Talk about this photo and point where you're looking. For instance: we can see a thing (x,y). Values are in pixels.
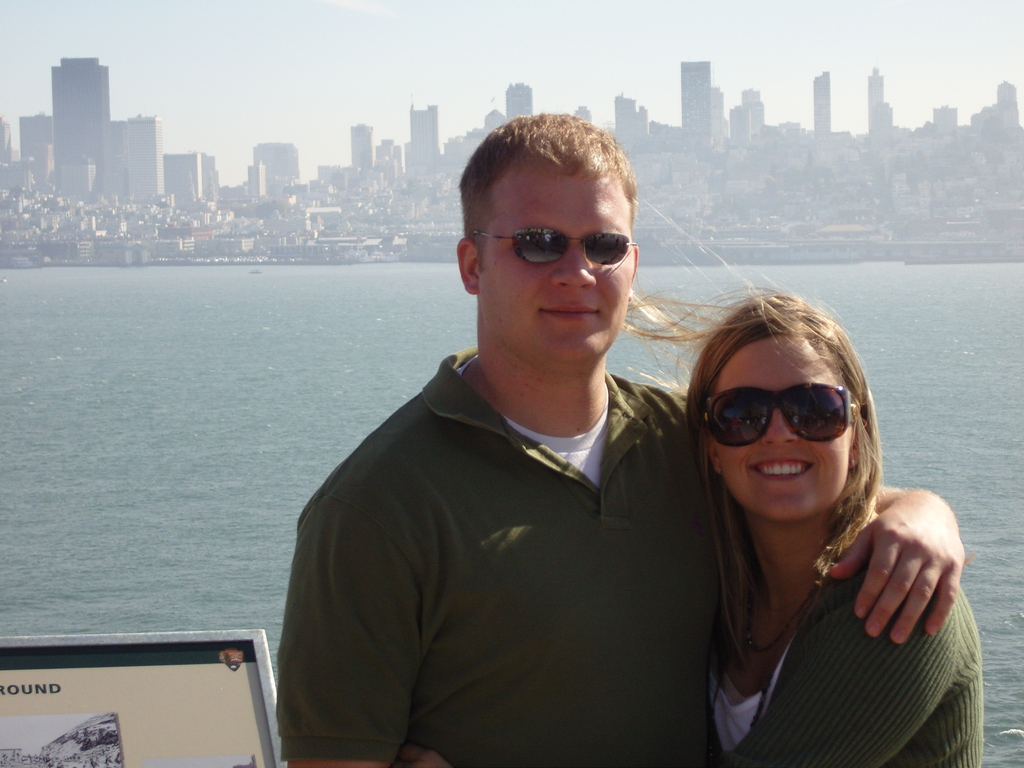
In this image we can see a man (637,434) and a woman (775,352) standing holding each other. We can also see a board (61,719) with some text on it, a large water body (256,541), a group of buildings (407,210) and the sky (273,80) which looks cloudy.
